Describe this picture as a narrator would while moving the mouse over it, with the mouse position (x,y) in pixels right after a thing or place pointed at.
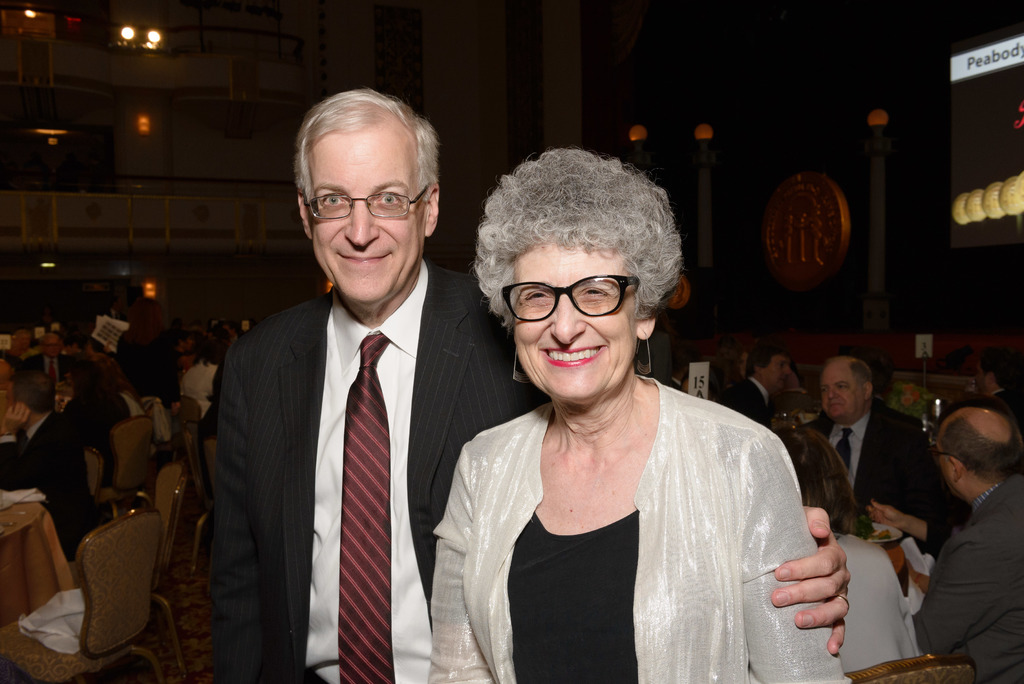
In this picture I can see there is a man (405,482) and a woman (546,454) standing and he is wearing spectacles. The man (487,390) is wearing a blazer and there are chairs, tables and a few people (945,514) sitting the backdrop (819,133) is dark with few lights (29,15).
